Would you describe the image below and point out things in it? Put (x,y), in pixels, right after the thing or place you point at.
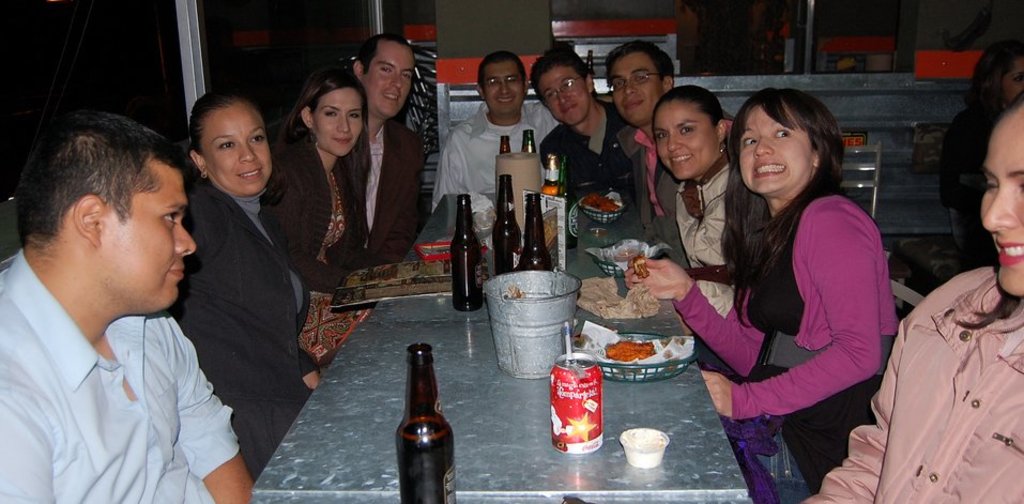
In the image we can see there are lot of people (731,218) who are sitting on chair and on table (647,392) there are beer bottle (466,285), bucket (514,374) and soda can (558,405).
